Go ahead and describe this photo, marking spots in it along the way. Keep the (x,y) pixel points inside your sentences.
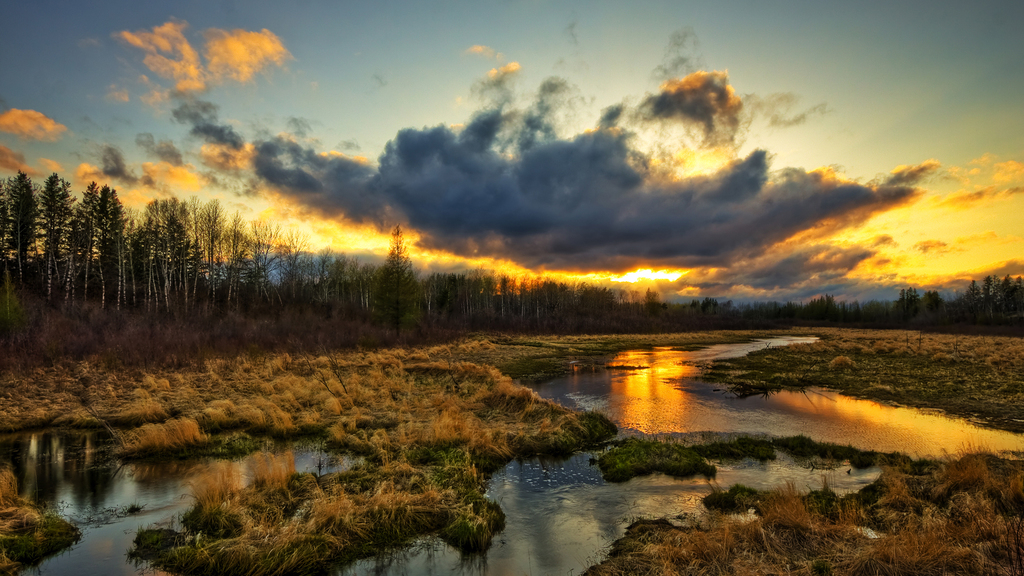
At the bottom of the image (836,410) there is water (116,557) with grass (1015,467). In the background (998,295) there are trees (472,301). At the top of the image (726,152) there is a sky (667,209) with clouds (726,178) and sunlight (924,223).
